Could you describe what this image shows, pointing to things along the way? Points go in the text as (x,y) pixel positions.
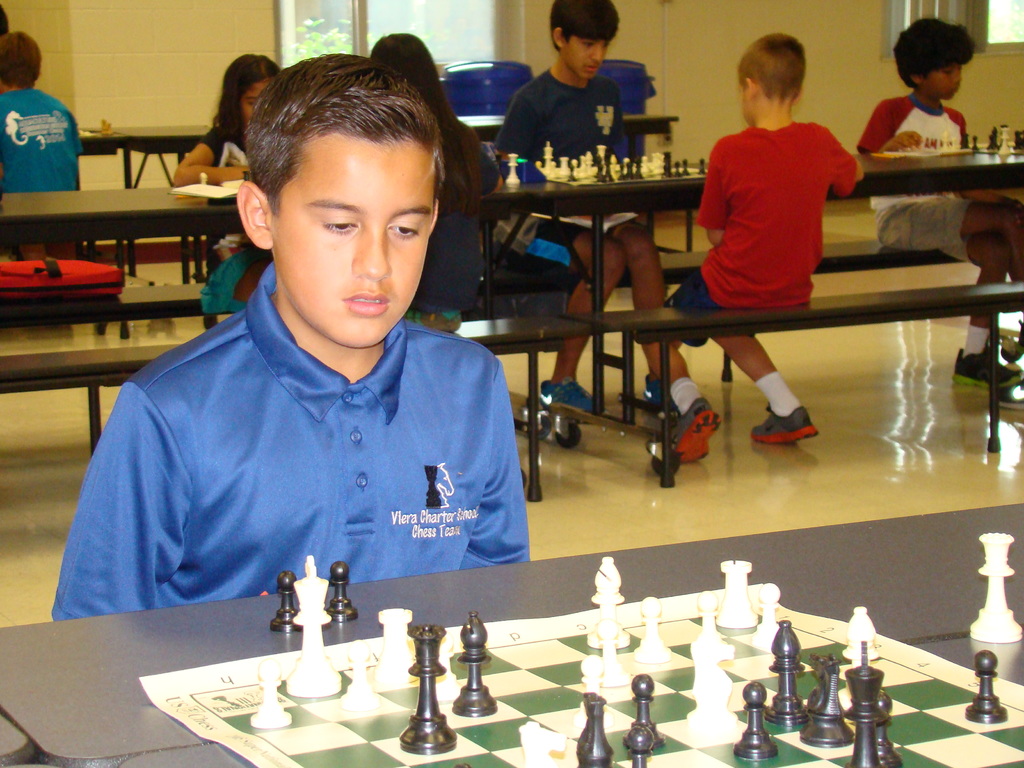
In a room (259,596), there are few kids (469,224) they are playing chess (504,635) and they are sitting on the benches (652,267) in front of the table (605,214), in the background (181,51) there is a wall (196,45) and beside the wall (219,46) there is a window (452,30).
